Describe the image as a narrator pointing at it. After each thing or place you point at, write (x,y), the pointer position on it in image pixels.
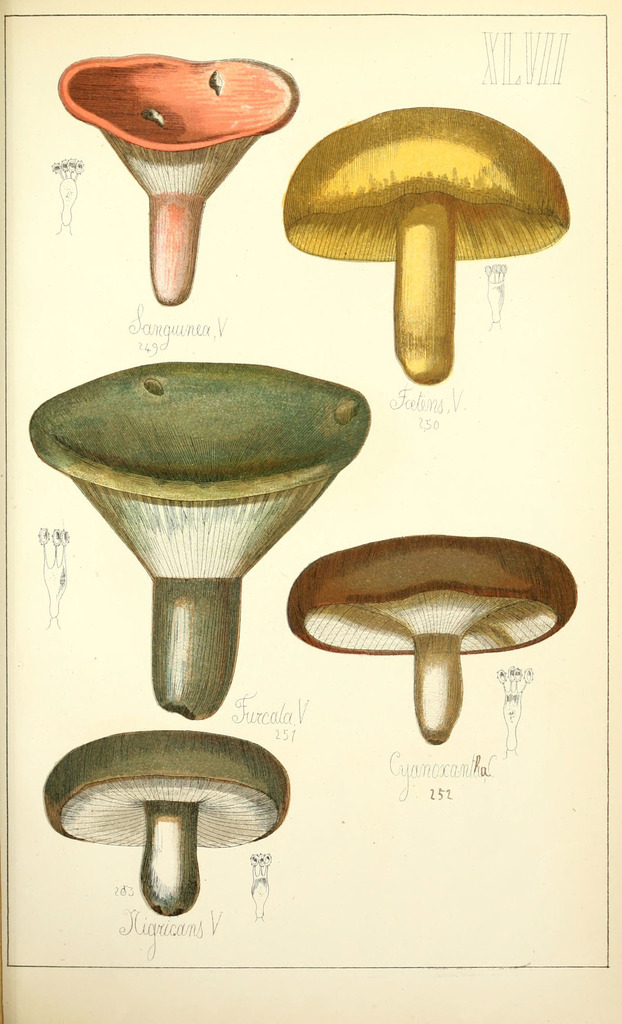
In this image I can see there are mushrooms (228,820).
